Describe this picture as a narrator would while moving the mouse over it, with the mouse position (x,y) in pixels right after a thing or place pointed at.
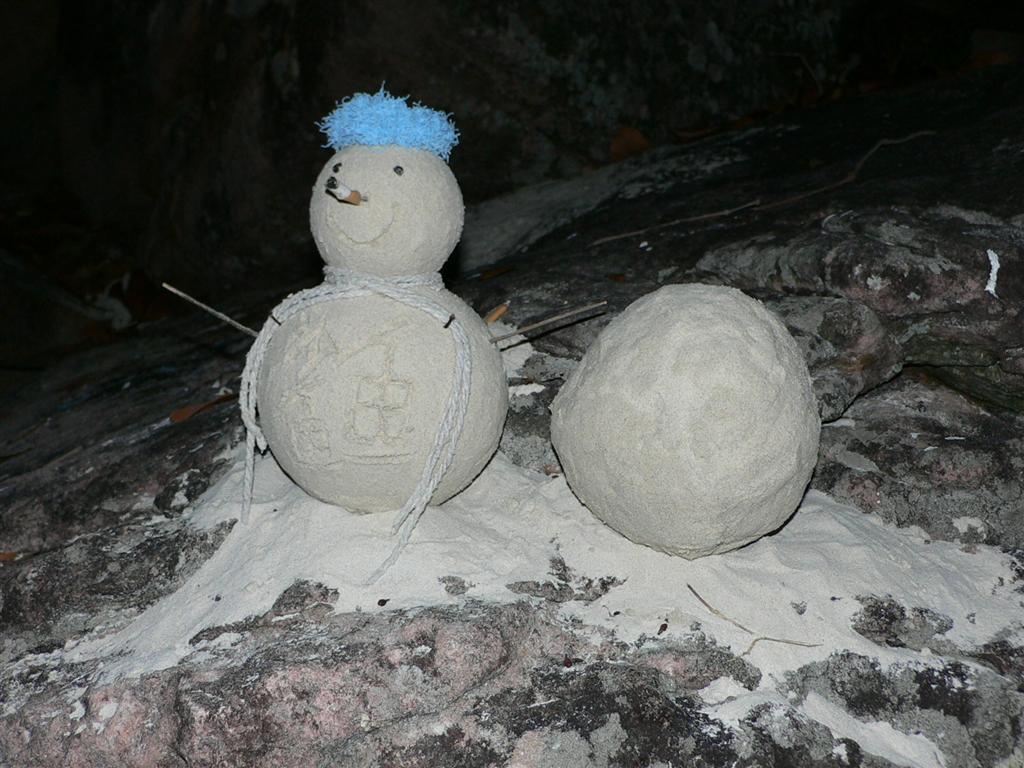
In this picture I can see a doll (378,306) and another concrete ball (710,453) on the rock (176,749) and I can see few sticks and another rock (483,202) in the back (504,81).
